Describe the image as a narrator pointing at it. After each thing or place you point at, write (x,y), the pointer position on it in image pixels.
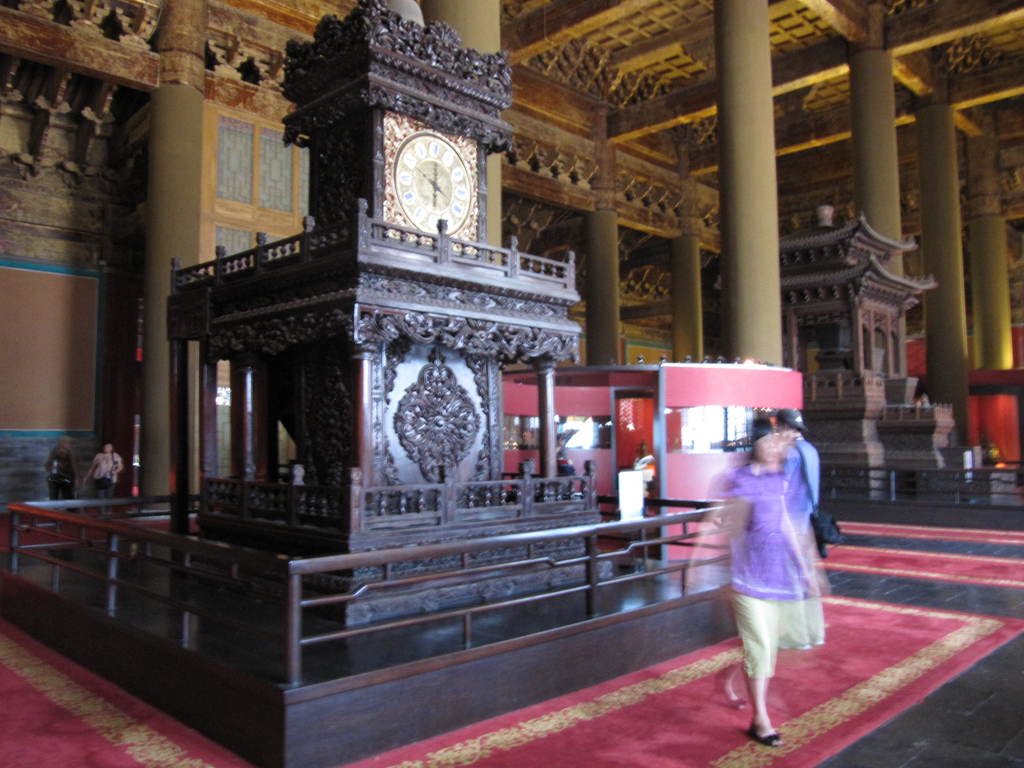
In this picture I can see people (762,497) standing, there are iron rods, pillars (600,248), there is a clock (455,232) and there are some other objects (532,509).
